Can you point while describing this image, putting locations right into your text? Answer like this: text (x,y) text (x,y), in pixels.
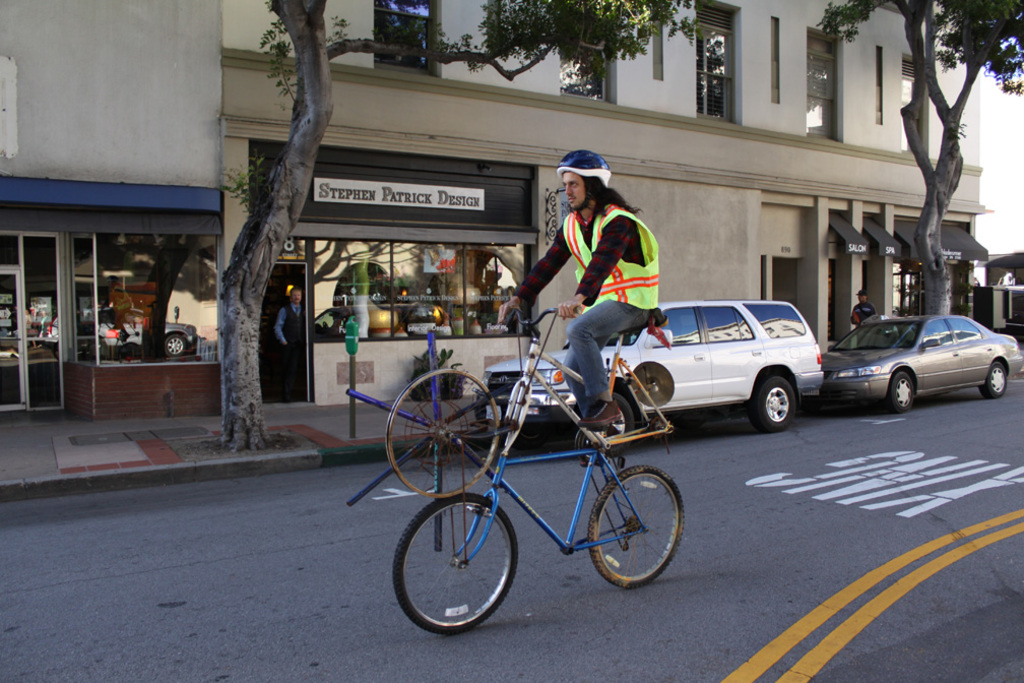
In this picture I can see a person (616,327) sitting on a bicycle (586,470). In the background (690,371) I can see buildings (161,394), trees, vehicles (676,371) on the road (637,463) and people (296,320). On the right side (1018,157) I can see sky (1022,169).
